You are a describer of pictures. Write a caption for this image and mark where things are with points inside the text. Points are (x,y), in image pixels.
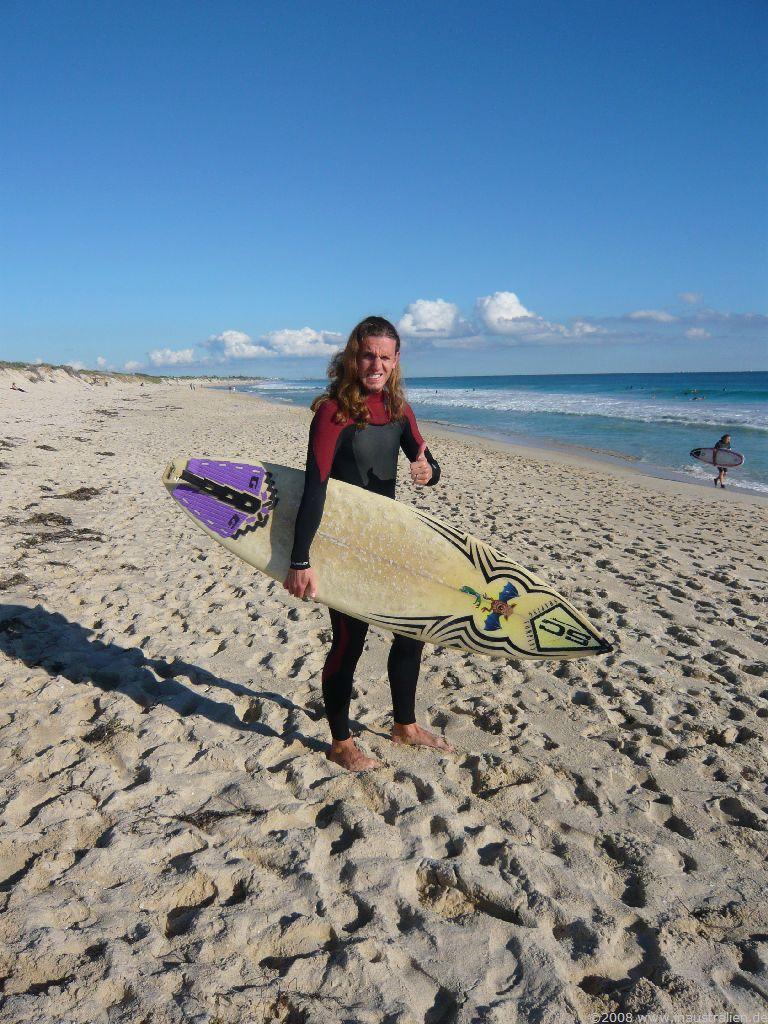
In this image I can see a man (351,687) is standing and I can see he is holding a yellow colour surfing board (426,560). I can see he is wearing swimming costume (328,656). In the background (511,423) I can see sand (253,433), water (417,392), clouds (455,316), the sky (401,260) and on the right side of this image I can see one more person (724,469) with a surfing board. On the left side of this image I can see a shadow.
